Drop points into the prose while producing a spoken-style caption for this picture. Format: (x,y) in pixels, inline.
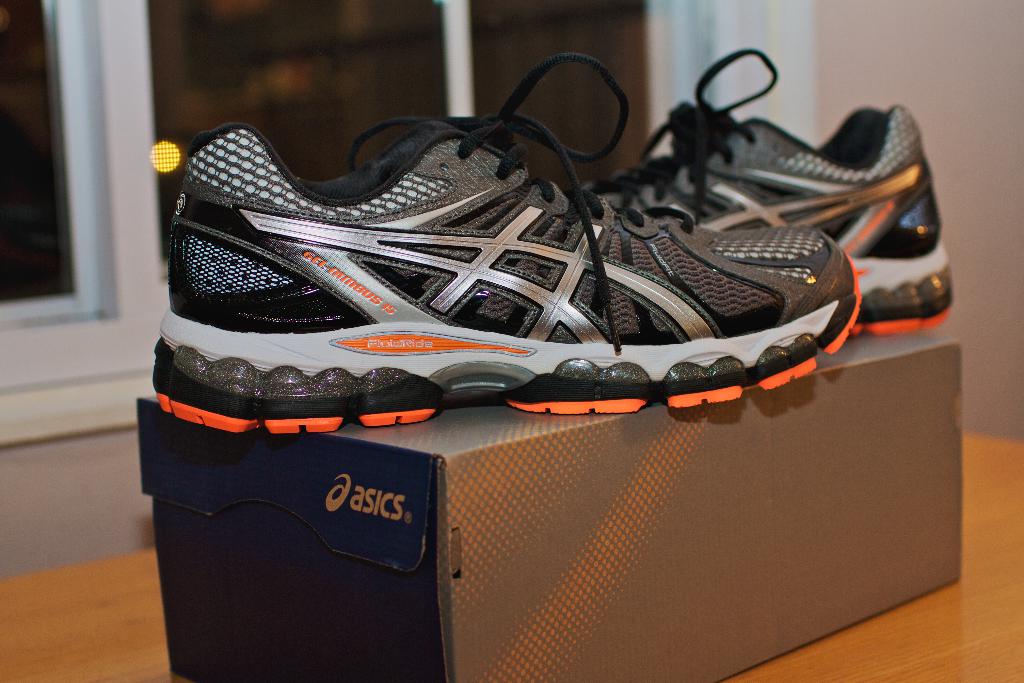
In this image there is a pair of shoes (438,361) on the box (362,486), which is on the table (1022,656), and in the background (938,7) there is a window (703,10), curtain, wall (1002,114).
